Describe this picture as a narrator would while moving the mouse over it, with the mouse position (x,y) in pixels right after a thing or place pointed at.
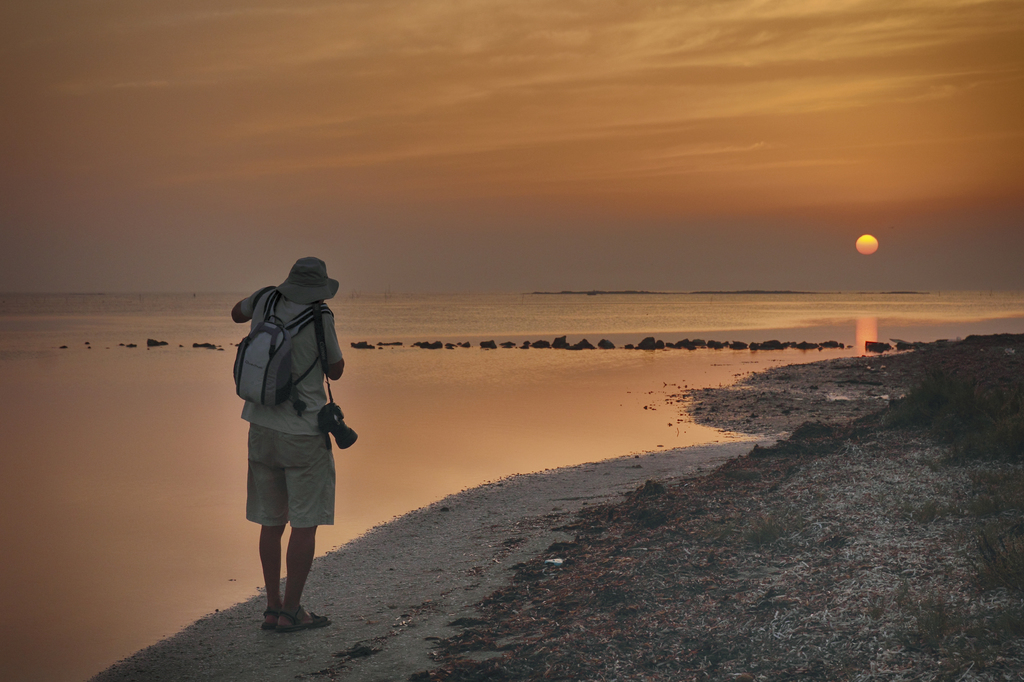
In this image, we can see a person (269,524). We can see the ground (527,531) with some objects (772,597). We can also see some grass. We can see some water (686,318) and the sky (689,41) with clouds (697,27). We can also see the sun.
